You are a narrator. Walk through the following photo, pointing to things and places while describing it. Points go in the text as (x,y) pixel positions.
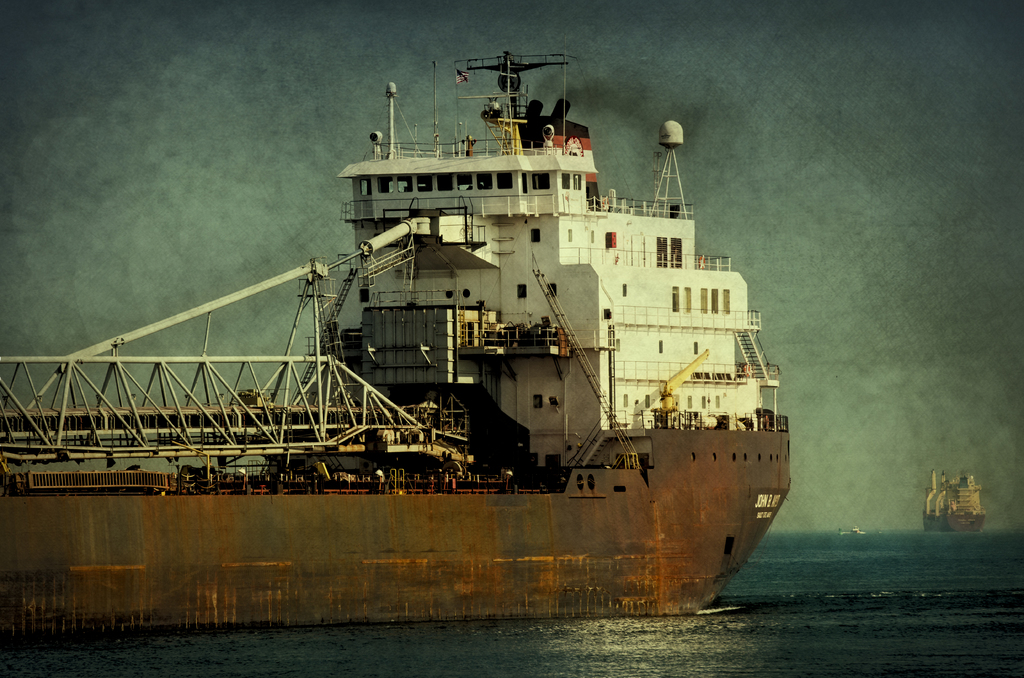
As we can see in the image there are few boats (358,459). There is water (807,584), sky (849,83), and windows (722,297).
